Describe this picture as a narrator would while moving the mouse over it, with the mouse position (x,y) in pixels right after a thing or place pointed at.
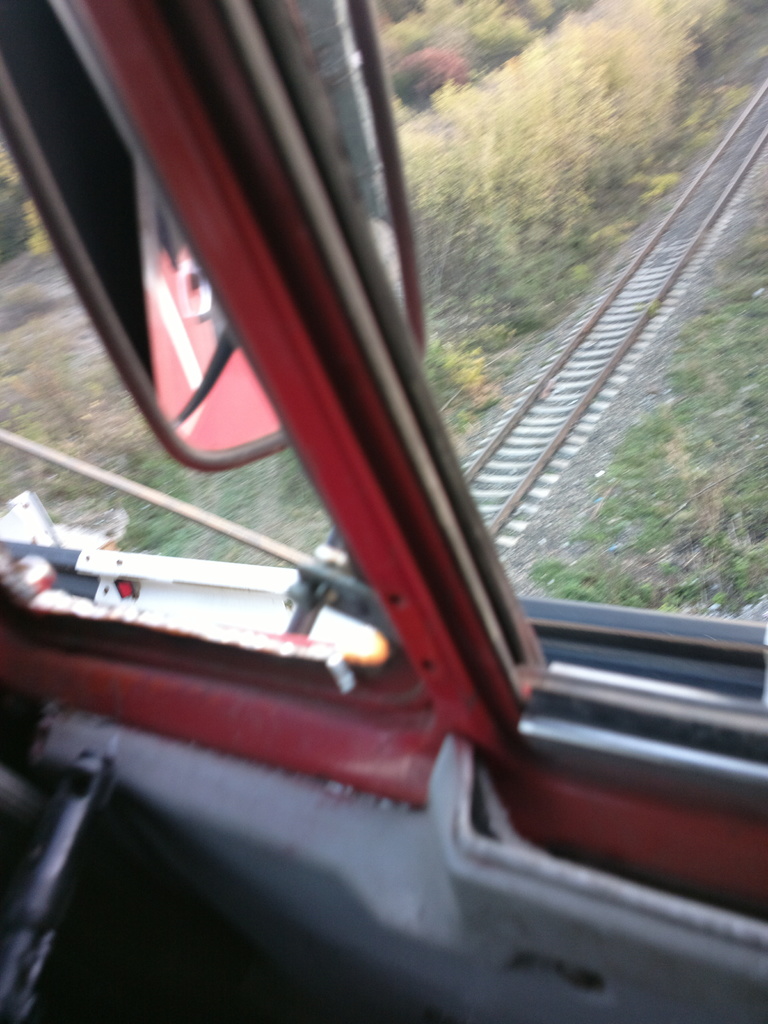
In this picture we can see a vehicle (340,761) in the front (340,761), in the background (467,247) there are some plants (524,103), we can see a railway track (623,331) here, at the bottom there is grass (676,403).
